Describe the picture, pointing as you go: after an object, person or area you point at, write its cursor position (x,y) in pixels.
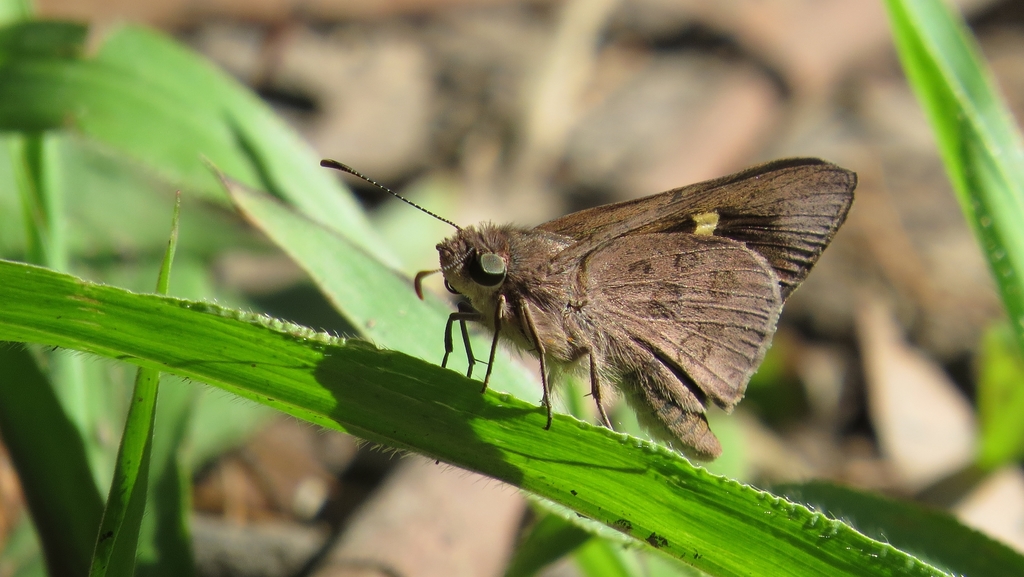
In this image, we can see an insect (628,388). We can see some plants (329,371) and the blurred background (336,509).
